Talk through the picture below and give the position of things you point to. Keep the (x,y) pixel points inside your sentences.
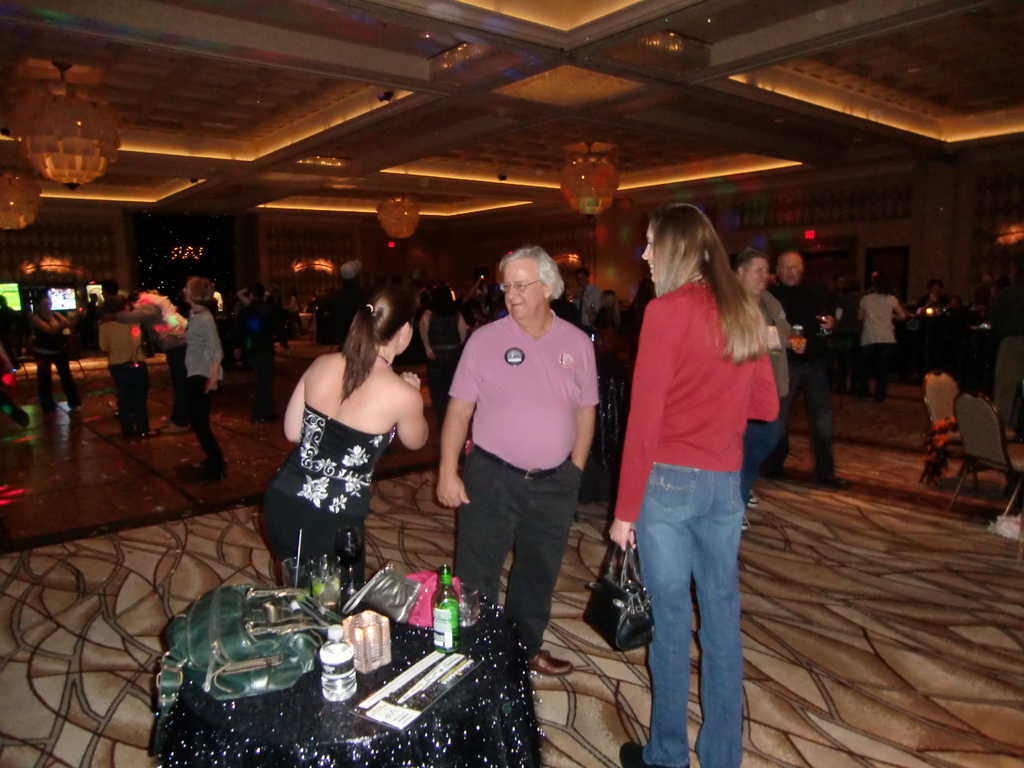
there are group of people (687,359) standing. This is a table (400,729) covered with black cloth (487,725). I can see a bottle (348,650), pouch (373,602), handbag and some other objects (396,688) placed on the table (395,660). These are the ceiling lights (89,119) hanging through the roof top (94,55).
